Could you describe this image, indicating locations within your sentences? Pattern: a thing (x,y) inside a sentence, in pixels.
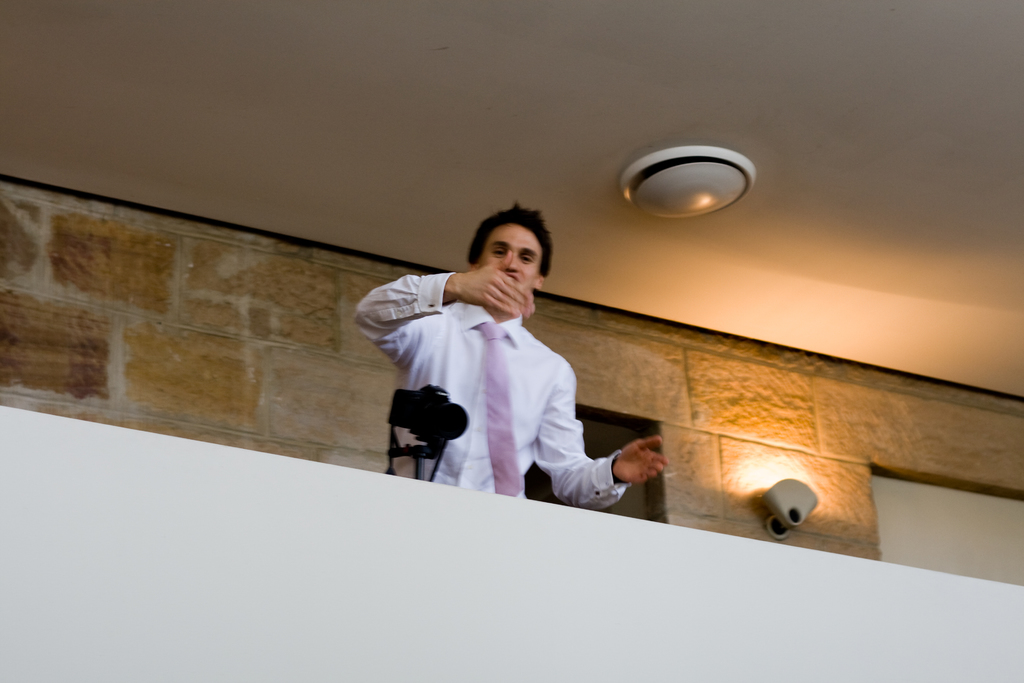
He is showing his hand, he wore a white color shirt (572,396) and a purple color tie (498,385). Here it looks like a camera (447,437) which is in black color and on the right side (794,510) there is a light (793,492) on the wall (832,502).
